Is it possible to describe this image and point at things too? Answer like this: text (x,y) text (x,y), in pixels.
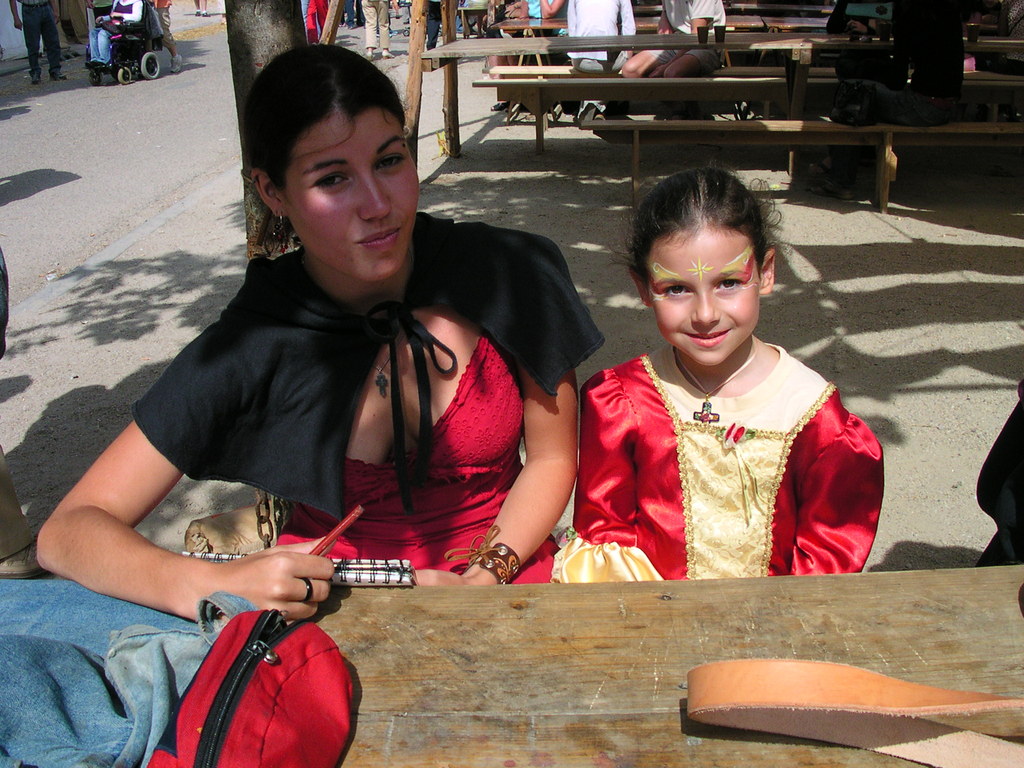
A beautiful woman (368,360) is sitting, she wore a red color dress (454,469). Beside her a little girl (737,459) is sitting, she is smiling. In the left side (259,697) there is a bag (298,713) on this table (437,740).
